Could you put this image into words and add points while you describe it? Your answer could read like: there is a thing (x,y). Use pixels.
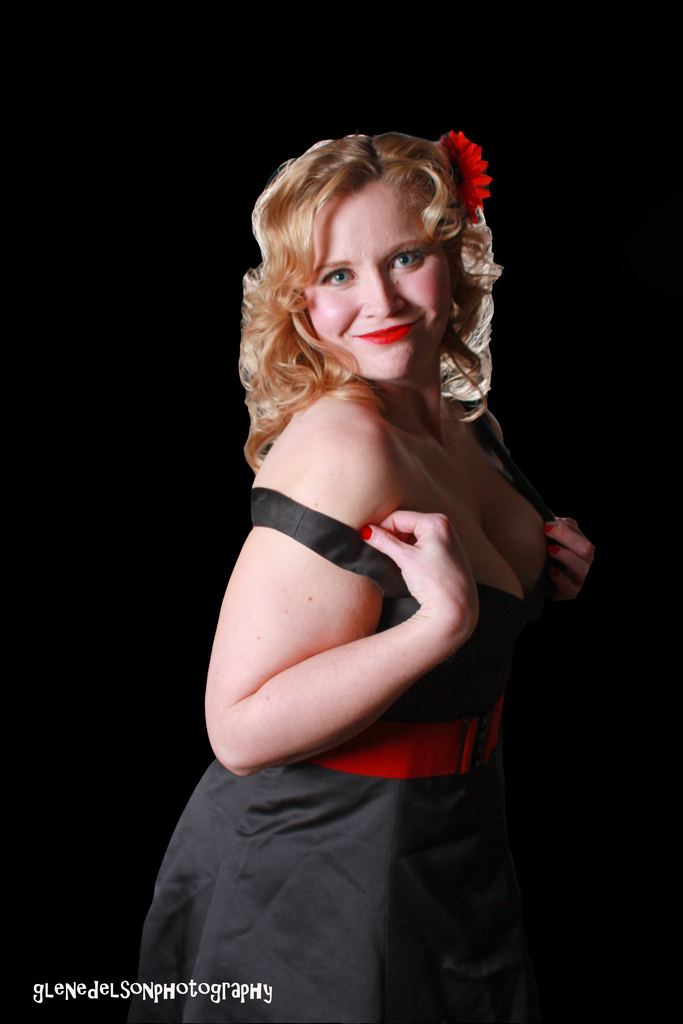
In this image we can see a woman (337,801) standing.
